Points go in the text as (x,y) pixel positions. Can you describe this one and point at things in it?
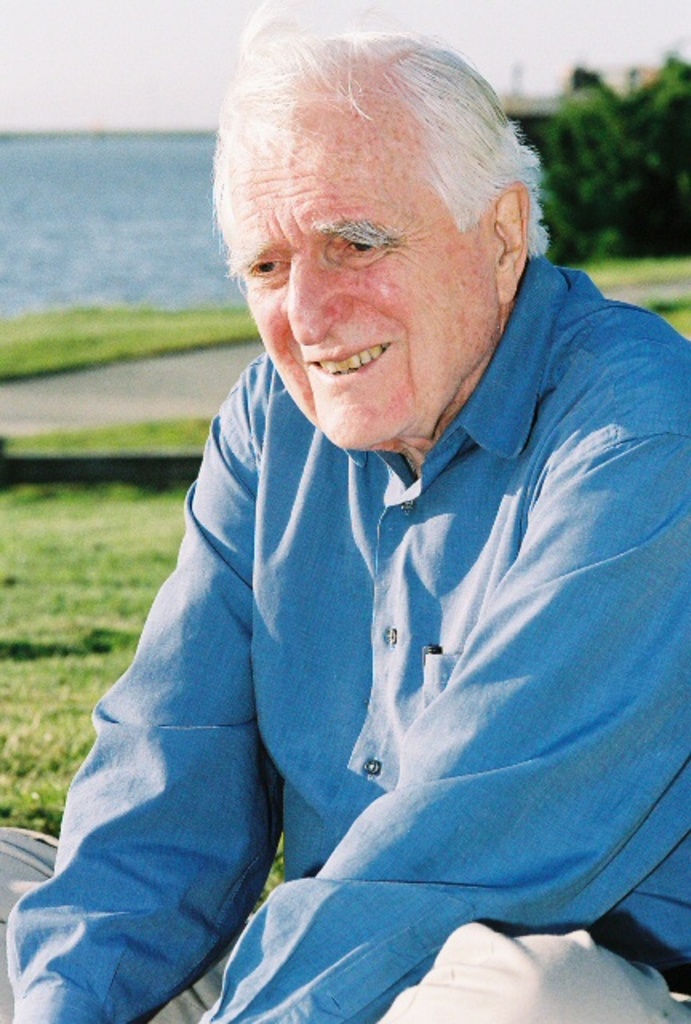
In the image we can see there is a man (439,785) sitting on the ground (40,675), the ground (134,626) is covered with grass (159,556) and behind there is water (151,237).
